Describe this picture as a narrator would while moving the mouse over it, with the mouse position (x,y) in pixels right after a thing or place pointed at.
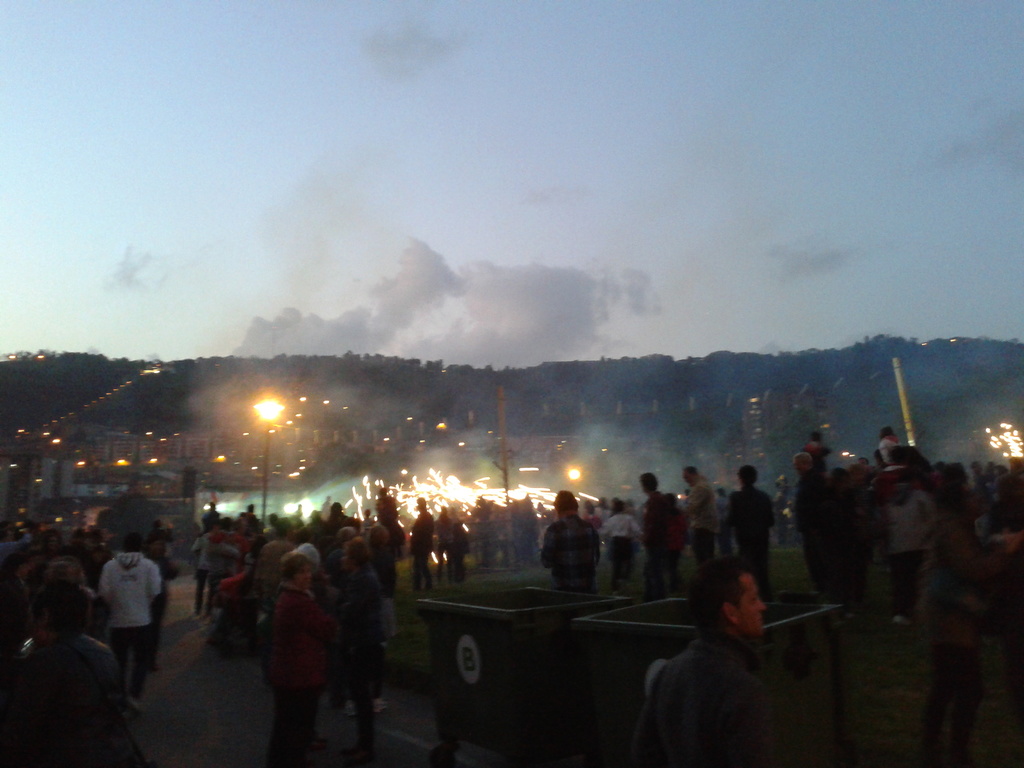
There are groups of people (313,554) standing. This is a street light (264,426). I think these are the dustbins (538,641). I can see the trees (354,375). These are the buildings (115,459) with lights (37,481). I can see the clouds (531,285) in the sky (550,180).
